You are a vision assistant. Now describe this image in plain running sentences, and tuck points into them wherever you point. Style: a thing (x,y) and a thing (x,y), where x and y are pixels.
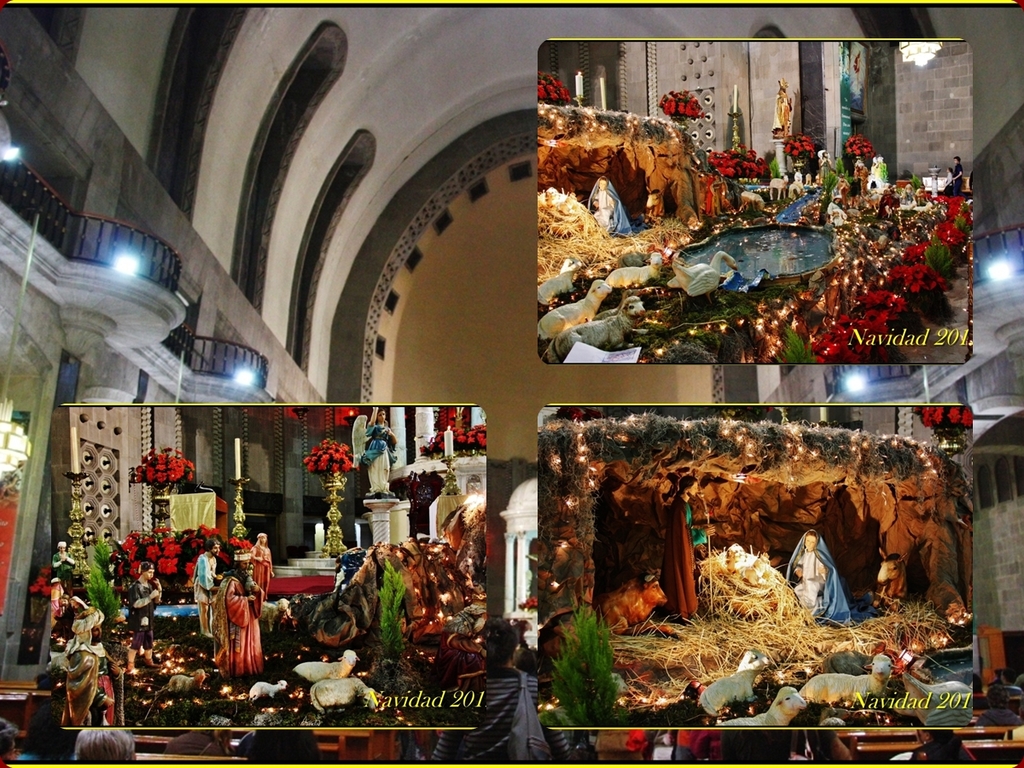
In this image I can see inside view of a building (65,288) and on the both sides of it I can see five lights (866,390). I can also see number of people (107,753) and I can see collage photos (635,109) in the front (771,272). In these photos (362,542) I can see flowers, grass (771,613), candles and lights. I can also see depiction of people (806,535) and of few sheep (802,695). I can also see watermarks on the bottom right side of these pictures (885,563).
